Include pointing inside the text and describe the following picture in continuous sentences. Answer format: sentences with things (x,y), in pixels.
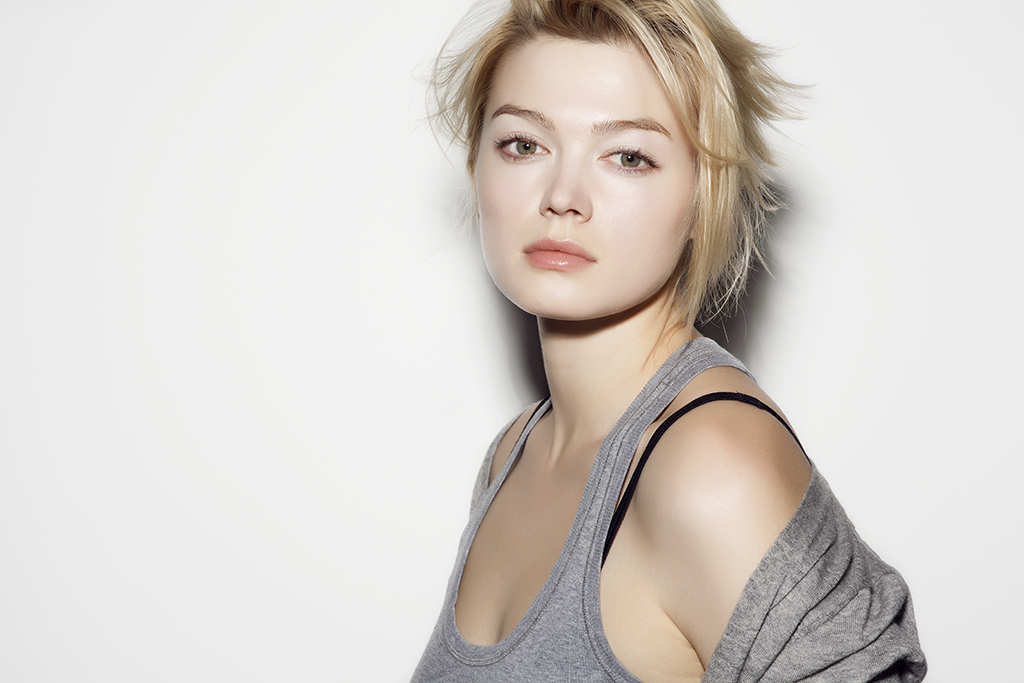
In this image we can see a lady (524,272). In the background (399,129) it is white.
